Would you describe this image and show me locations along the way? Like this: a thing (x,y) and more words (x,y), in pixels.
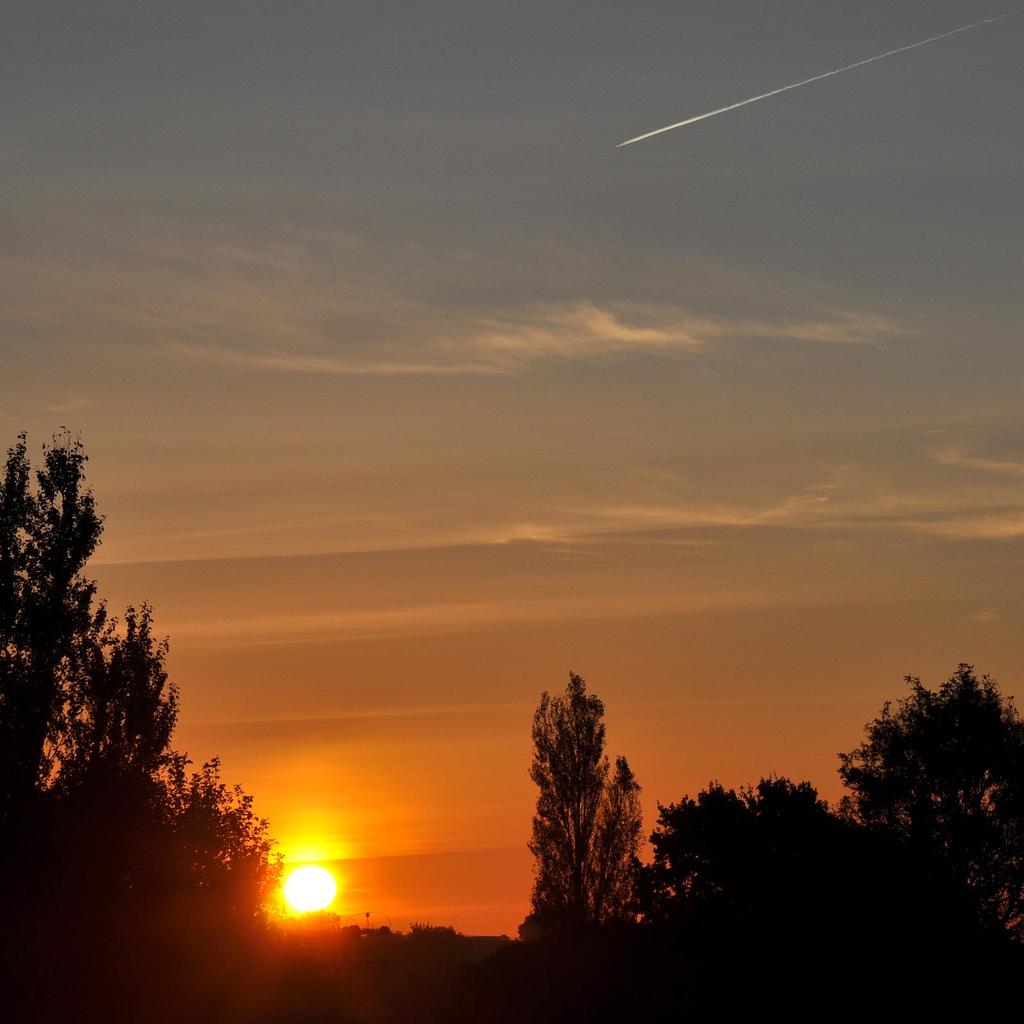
At the bottom of the picture (275,947), we see the trees (231,872). In the background (294,881), we see the sun (297,888). At the top (290,188), we see the sky (527,353), which is blue in color.
